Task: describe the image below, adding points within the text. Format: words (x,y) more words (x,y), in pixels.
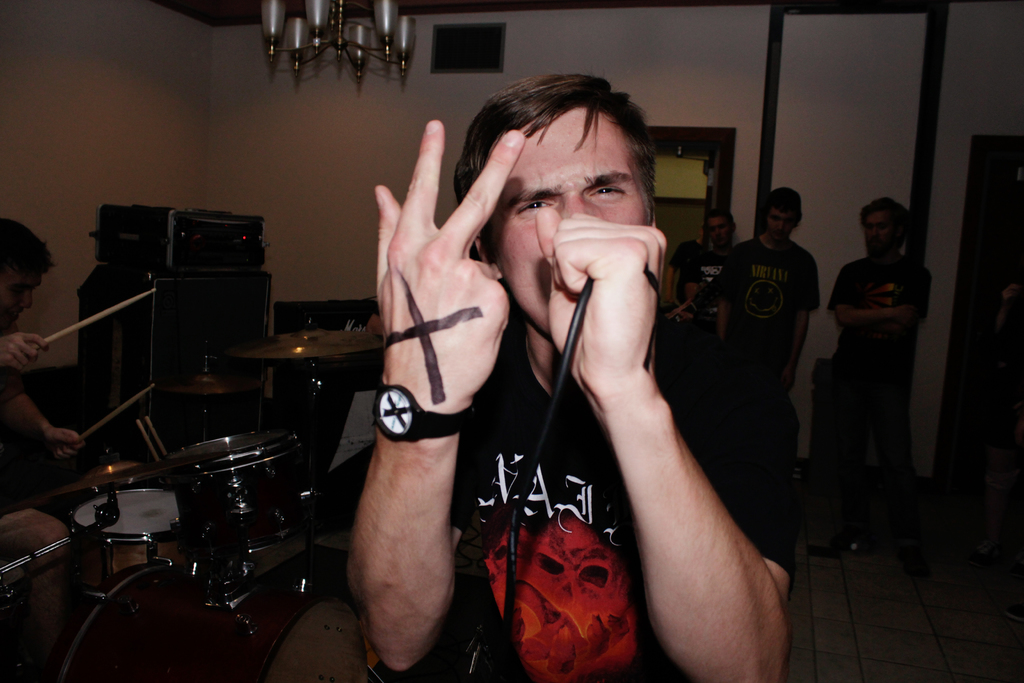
A man (586,448) is standing the microphone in his hands (605,334) and on the left (82,438) a man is beating the drums (108,452). Right few people (800,293) are standing.
